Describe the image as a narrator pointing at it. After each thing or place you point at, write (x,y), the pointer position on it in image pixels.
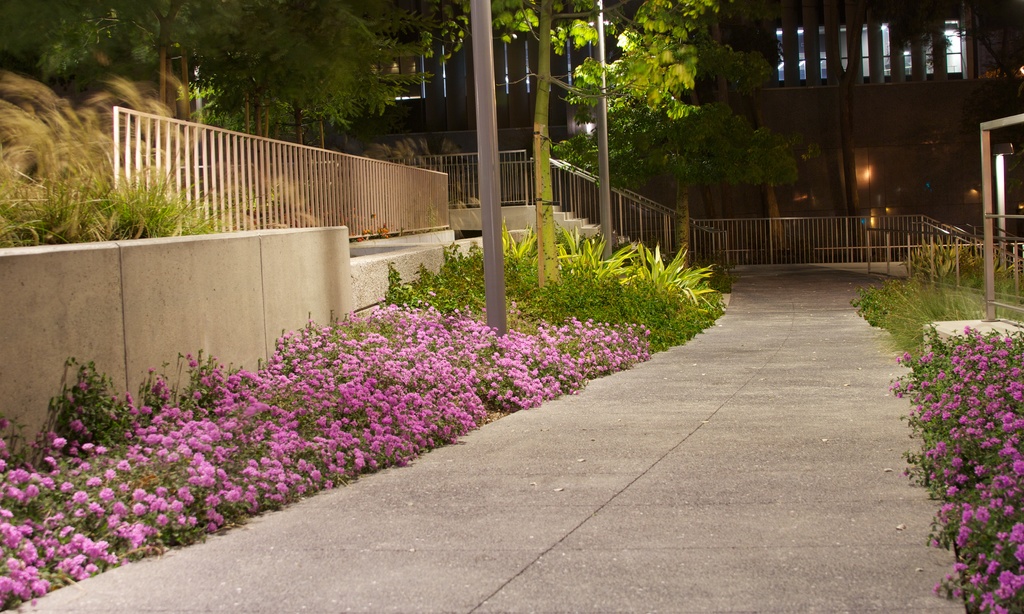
In this image I can see the path (697,443), few plants (492,343) on both sides of the path (740,386), few flowers (951,480) which are pink in color, the railing (554,183), few stairs (564,220), few trees (548,195) which are green in color and a building (773,91). I can see few lights (866,38) and few poles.
